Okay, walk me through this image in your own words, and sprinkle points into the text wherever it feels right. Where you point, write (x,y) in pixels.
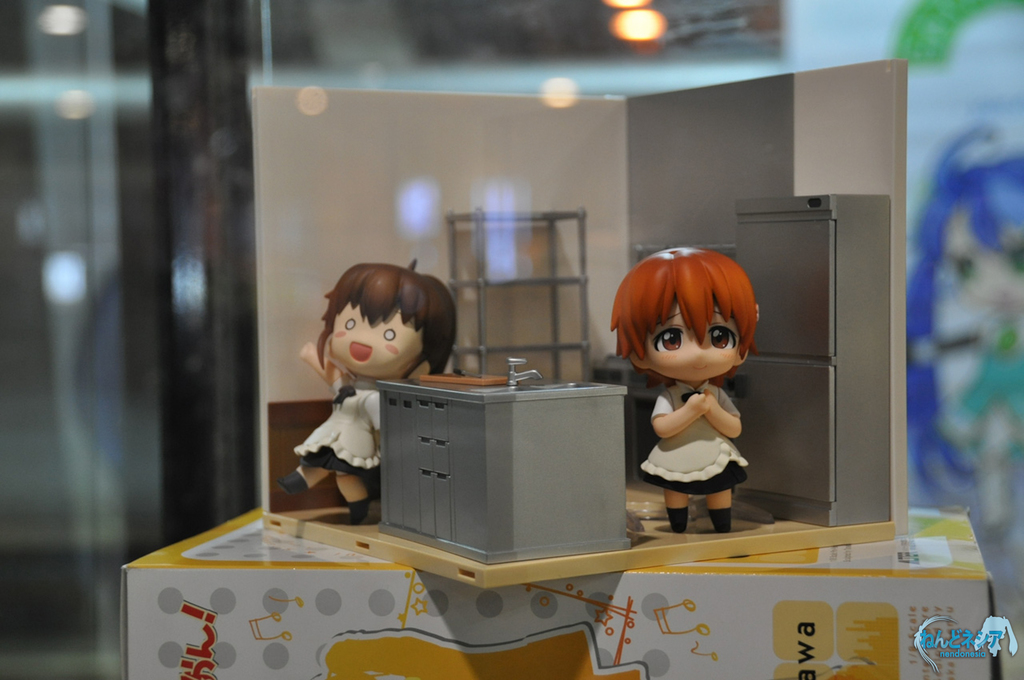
To the bottom of the image (427,602) there is a cardboard box (499,611). On the box (333,580) there is a toy (843,376) with two girls (695,361), table (498,391) with sink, refrigerator (881,433) and cupboard (525,285). Behind the toy (550,307) there is a blur background (186,418).
